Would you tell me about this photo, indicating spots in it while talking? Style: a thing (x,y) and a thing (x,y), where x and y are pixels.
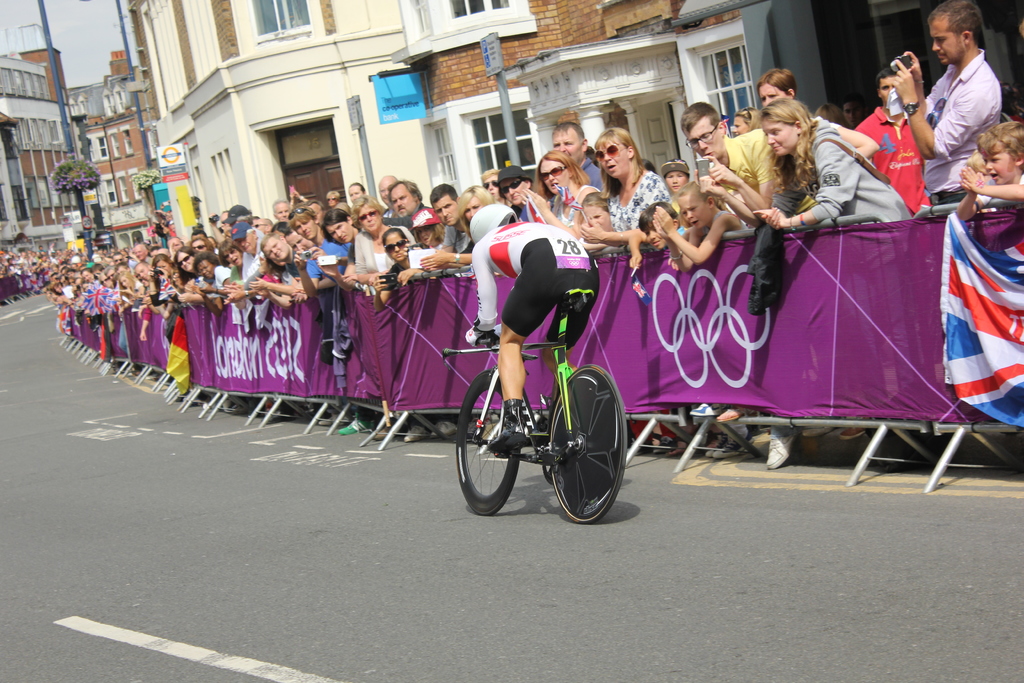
In this image we can see a person (577,335) riding bicycle (539,429) on the road (455,453), people (191,272) standing and some of them are holding flags (180,310) in their hands (167,310), advertisement boards (293,335), buildings (397,149), street poles (146,138), plants (94,166) and sky (62,42).
